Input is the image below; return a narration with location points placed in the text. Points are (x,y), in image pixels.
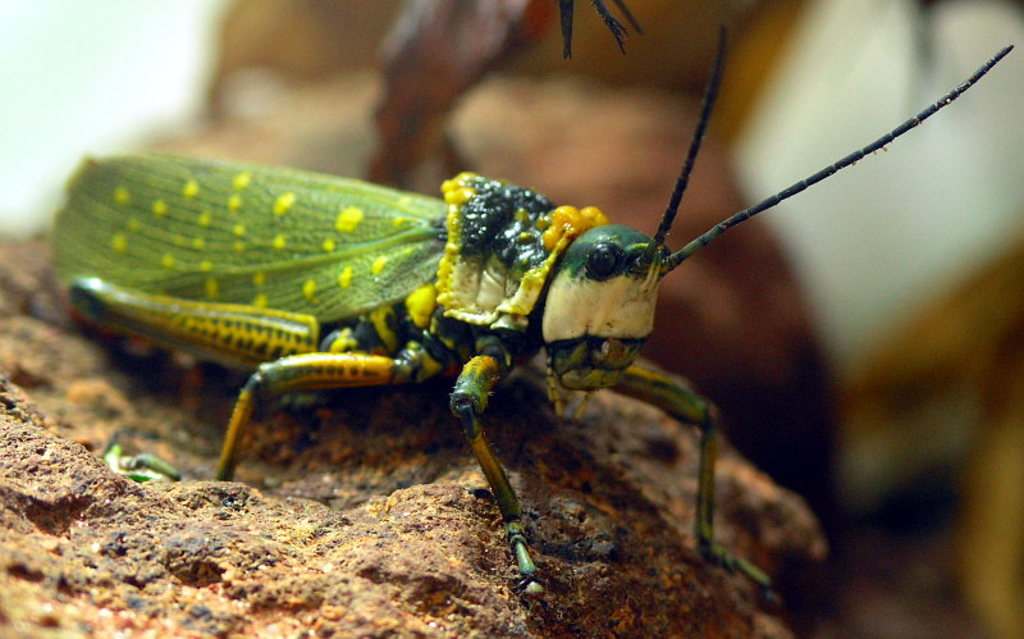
In this image we can see an insect (244,318) on a stone (290,449). In the background (860,322) it is blur.
